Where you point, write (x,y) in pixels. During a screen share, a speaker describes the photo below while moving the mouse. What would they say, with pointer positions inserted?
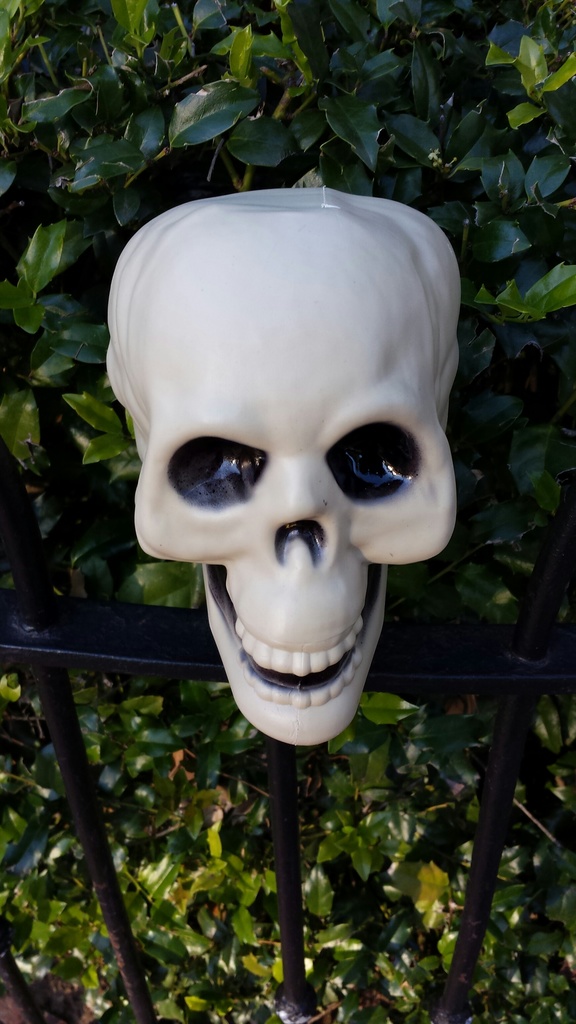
In this picture there is a skull (446,433) on the railing (285,778) and there is a plant (173,915) behind the railing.
